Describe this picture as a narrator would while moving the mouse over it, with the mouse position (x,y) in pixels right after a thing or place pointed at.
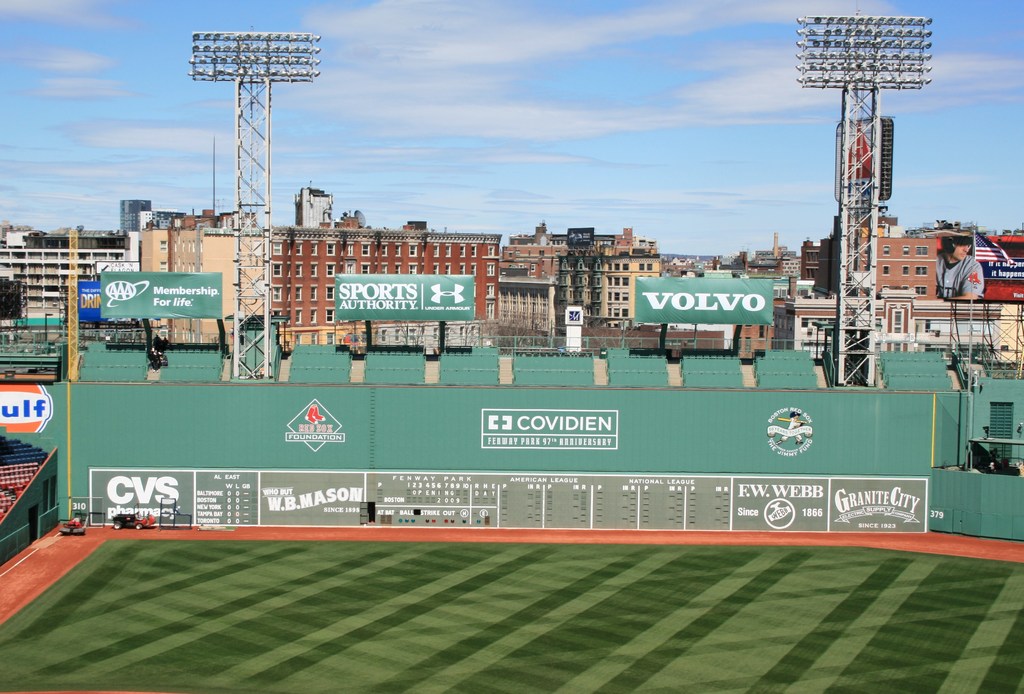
At the bottom of the picture (550,574), we see the ground (614,619) or the carpet (483,590) in green color. Beside that, we see the wall (728,423) and boards (732,297) in green color with some text (553,419) written on it. Beside that, we see the poles (878,94). There are buildings (563,260) in the background (563,260). On the right side (1023,286), we see the hoarding board (1001,279) and a flag (976,246) in white, red and blue color. At the top (391,125), we see the sky (274,169).
